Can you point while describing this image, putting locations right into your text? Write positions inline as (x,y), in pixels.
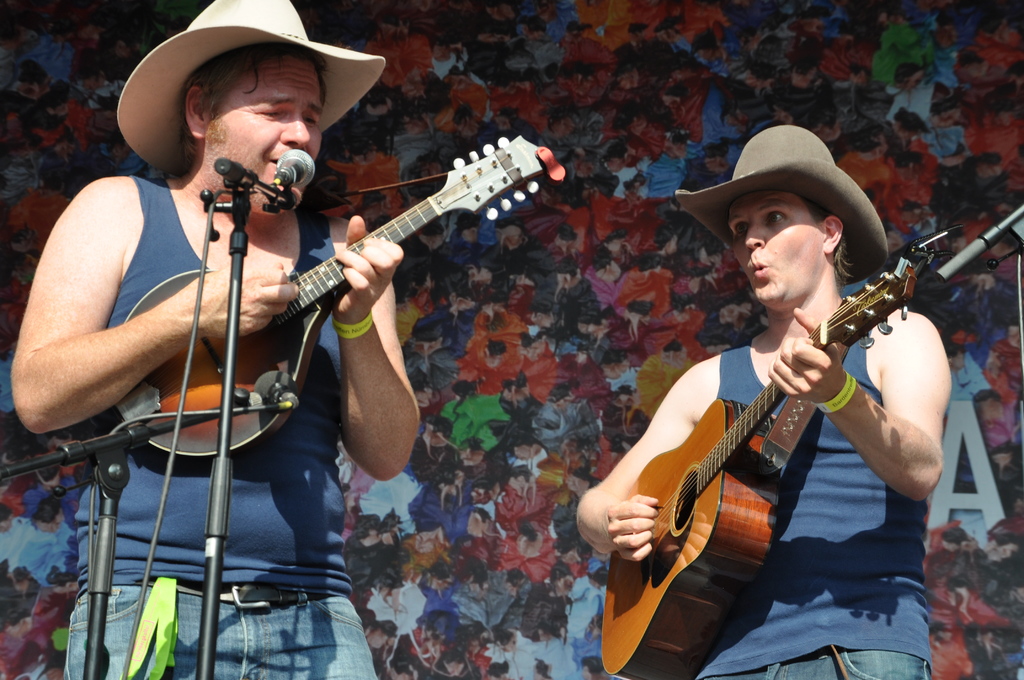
In this Image I see a man (264,110) and another man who are holding the musical instruments (880,284) and both of them are wearing hats (865,225). I can also see that this man (315,110) is standing in front of a mic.
